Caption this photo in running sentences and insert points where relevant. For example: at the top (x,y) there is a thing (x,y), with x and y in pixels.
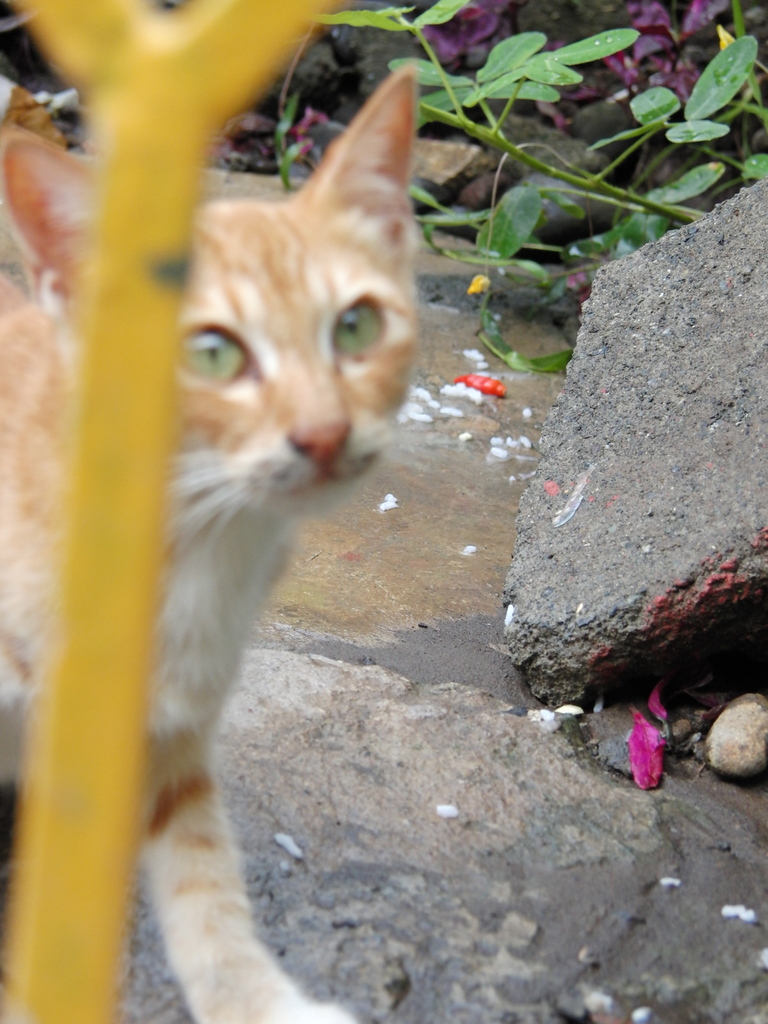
In this picture there is a cat (256,590) which is standing on the stone (425,958). Here we can see some flowers (638,737) and leaves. On the left (113,712) there is a pipe (90,452).
